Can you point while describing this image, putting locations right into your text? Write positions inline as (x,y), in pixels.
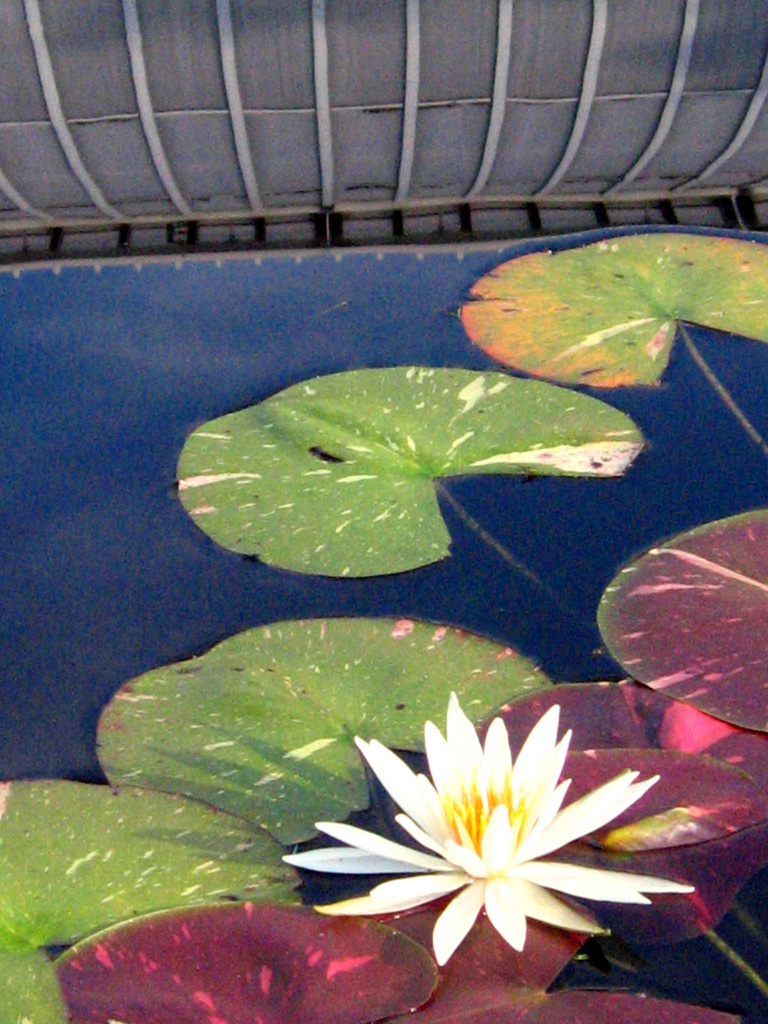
In this image, we can see a pond (215,270). Here there is a lotus (489,839), few leaves (720,813) and blue color.
